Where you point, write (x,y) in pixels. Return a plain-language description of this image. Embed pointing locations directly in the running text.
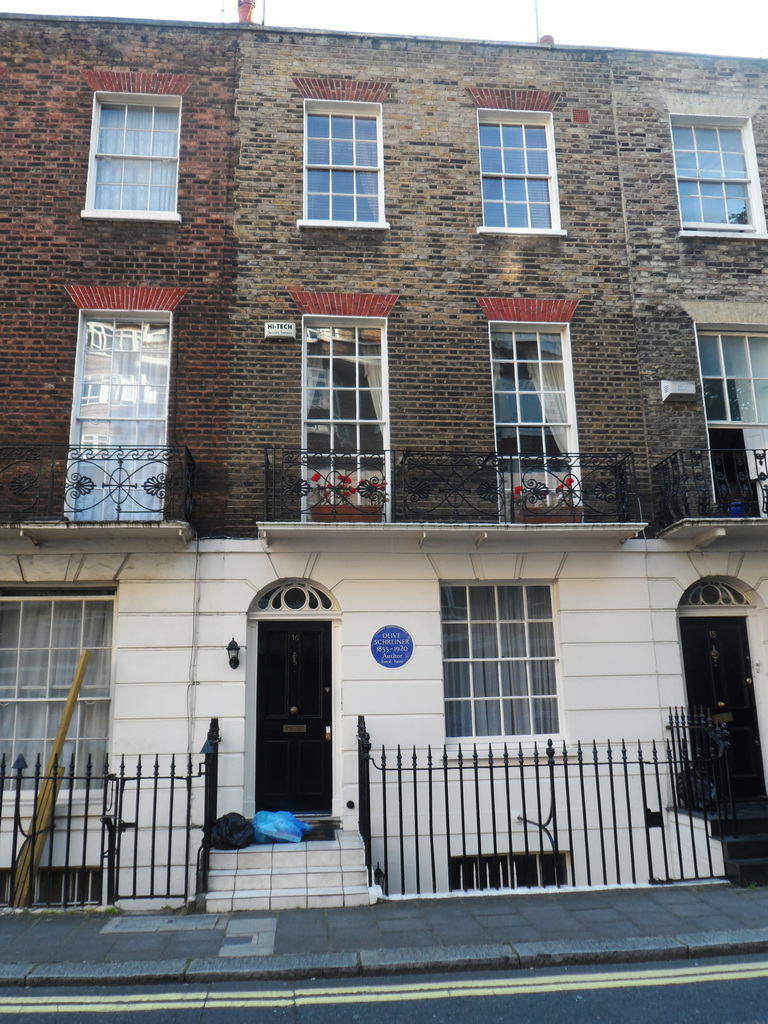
In this image in the front (206,768) there is a fence (493,826) which is black in colour and there are steps (315,854). In the background (259,420) there is a building (327,360), on the building (417,348) there are windows (316,465). On the wall (392,369) of the building (396,698) there is a board (379,651) with some text (385,665) written on it and there is a light lamp (233,658) hanging which is black in colour and there is an object (58,747) which is brown in colour in front of the window (59,722).
